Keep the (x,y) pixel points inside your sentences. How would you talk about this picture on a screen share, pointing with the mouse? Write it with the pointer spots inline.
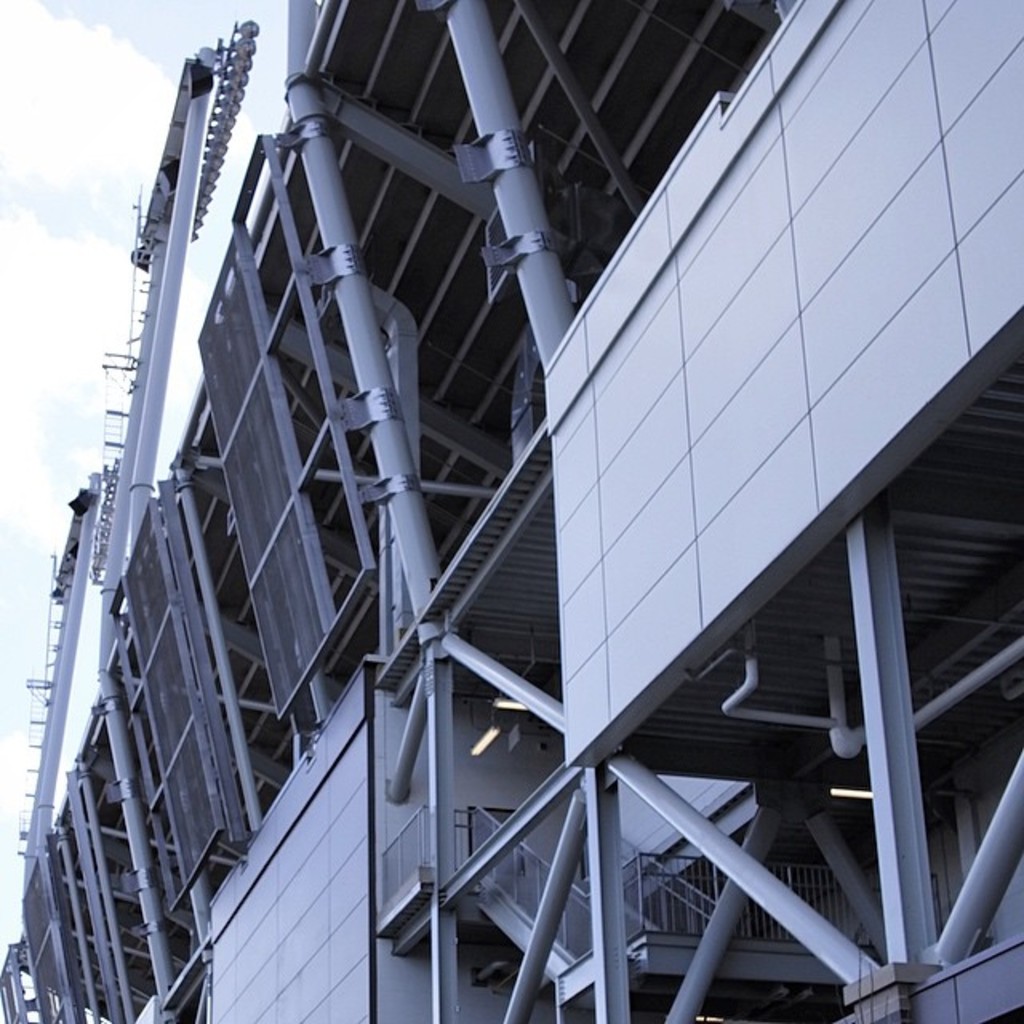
In this picture there are many metal frames (267,425) on the building (267,425). On the top (182,244) there is a pipe (182,220) with some spotlights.
